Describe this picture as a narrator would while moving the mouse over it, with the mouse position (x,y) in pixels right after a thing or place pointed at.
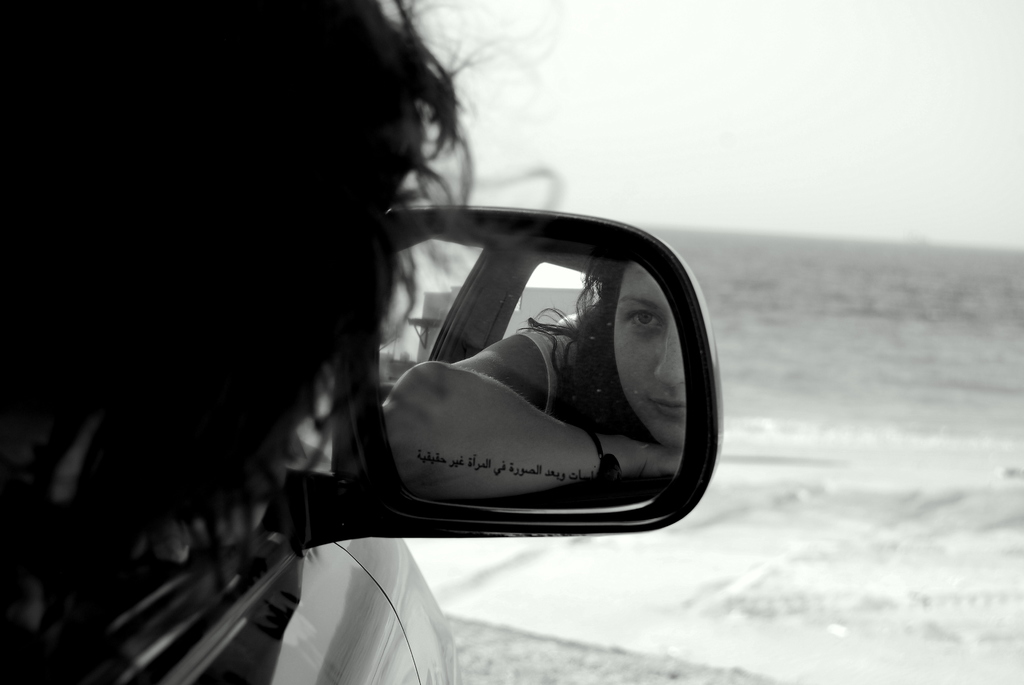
In this picture there is a woman (308,126) looking in the mirror (427,359) of a car (507,285) and then the backdrop (807,352) is a water body (809,315) and sky (670,60) is clear.
